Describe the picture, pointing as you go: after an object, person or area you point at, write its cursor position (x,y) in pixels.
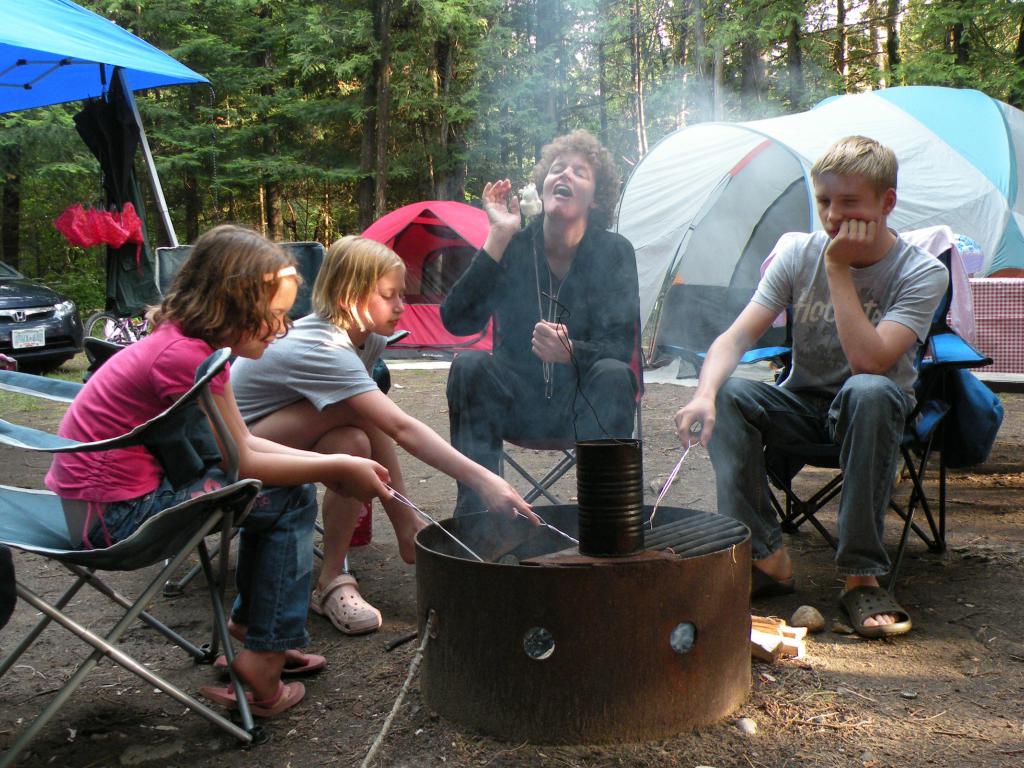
In the picture we can see some group of persons (762,441) sitting on chairs (799,435) around something and in the background (680,271) there are some camping tents (428,304), vehicle (72,306) which is parked and there are some trees (88,303).
